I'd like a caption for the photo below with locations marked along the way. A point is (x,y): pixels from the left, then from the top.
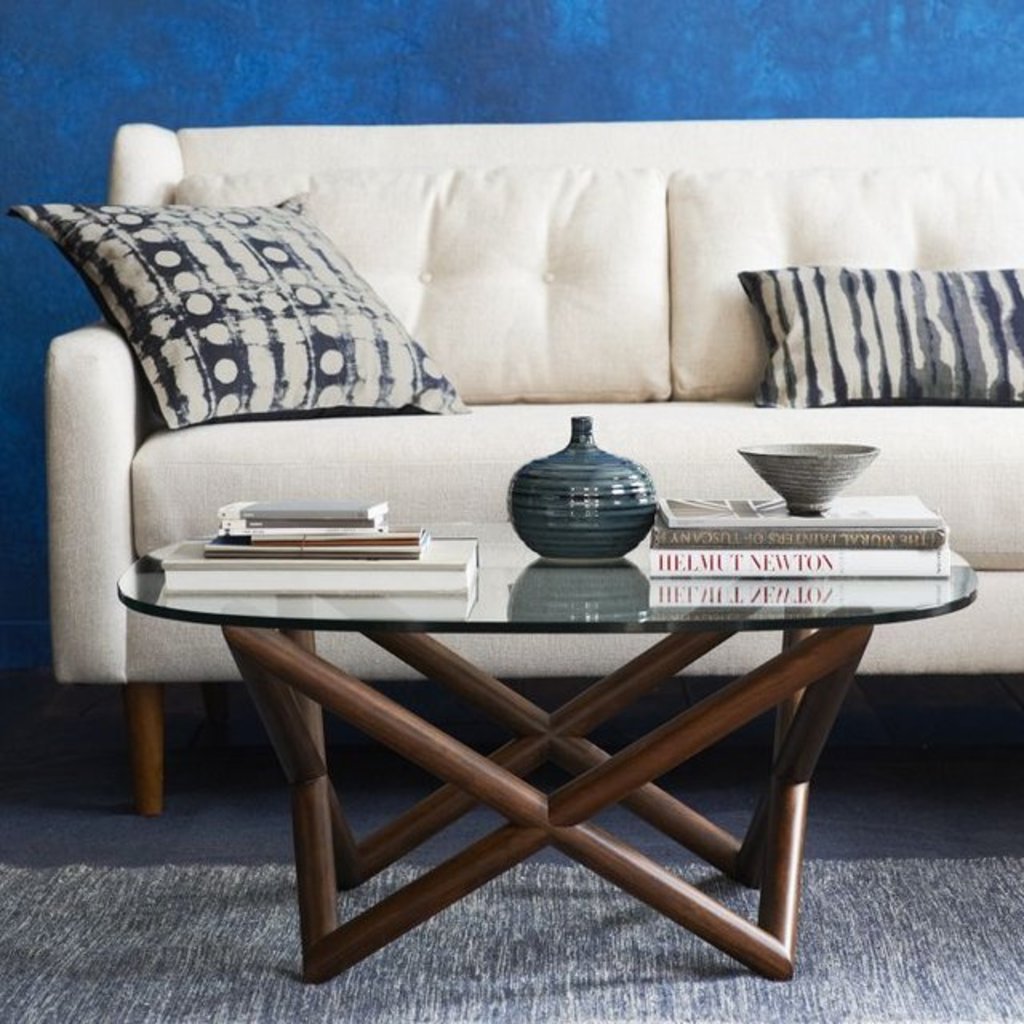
In this picture we can able to see a table (357,615), on this table (896,599) there are books (316,531), bowl (781,494) and vase (556,507). In-front of this table (539,565) there is a couch (591,208) with pillow (334,284). The wall (464,83) is in blue color. A floor (208,780) with carpet (179,871).
